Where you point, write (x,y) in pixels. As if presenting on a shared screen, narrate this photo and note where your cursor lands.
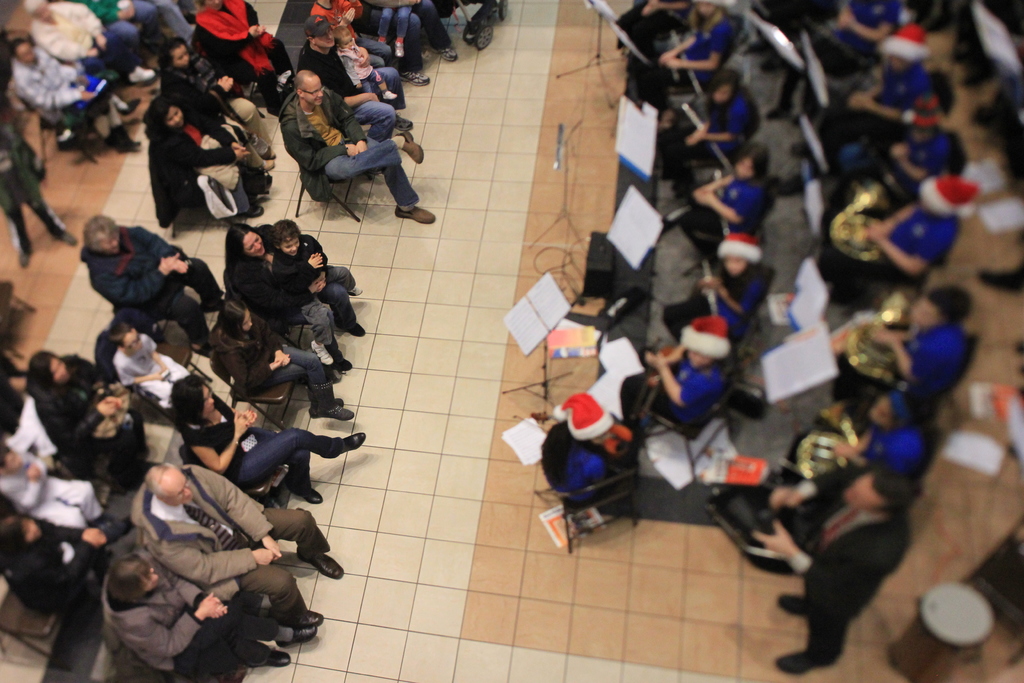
In the image we can see there are many people (562,456) sitting and some of them are standing, they are wearing clothes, shoes (312,559). We can see the floor (449,326), garbage bin (947,640) and some of them are wearing a Santa cap (583,418). Here we can see the stand (600,48) and on the stand (548,378) there are papers (529,321). The left side (39,191) and right side of the image (954,221) is slightly blurred.
